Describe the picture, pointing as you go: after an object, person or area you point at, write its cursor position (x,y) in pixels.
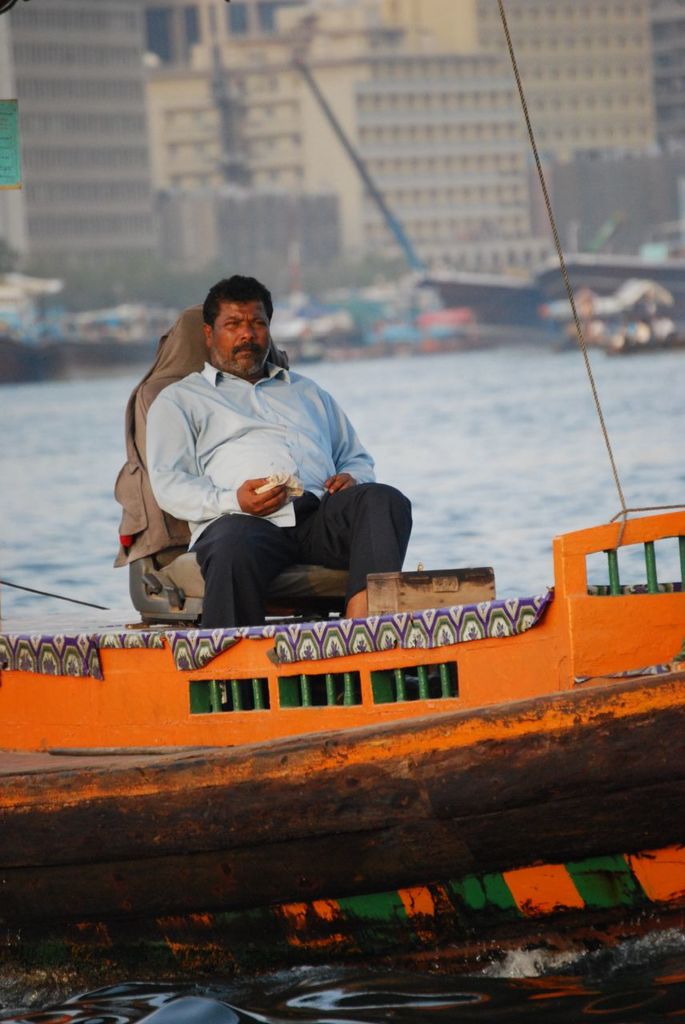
In this image we can see a person (198,421) sitting on the boat (369,712), which is on the river (12,423), there are buildings (602,44), and other boats (355,336) behind him, and the background (347,348) is blurred.
